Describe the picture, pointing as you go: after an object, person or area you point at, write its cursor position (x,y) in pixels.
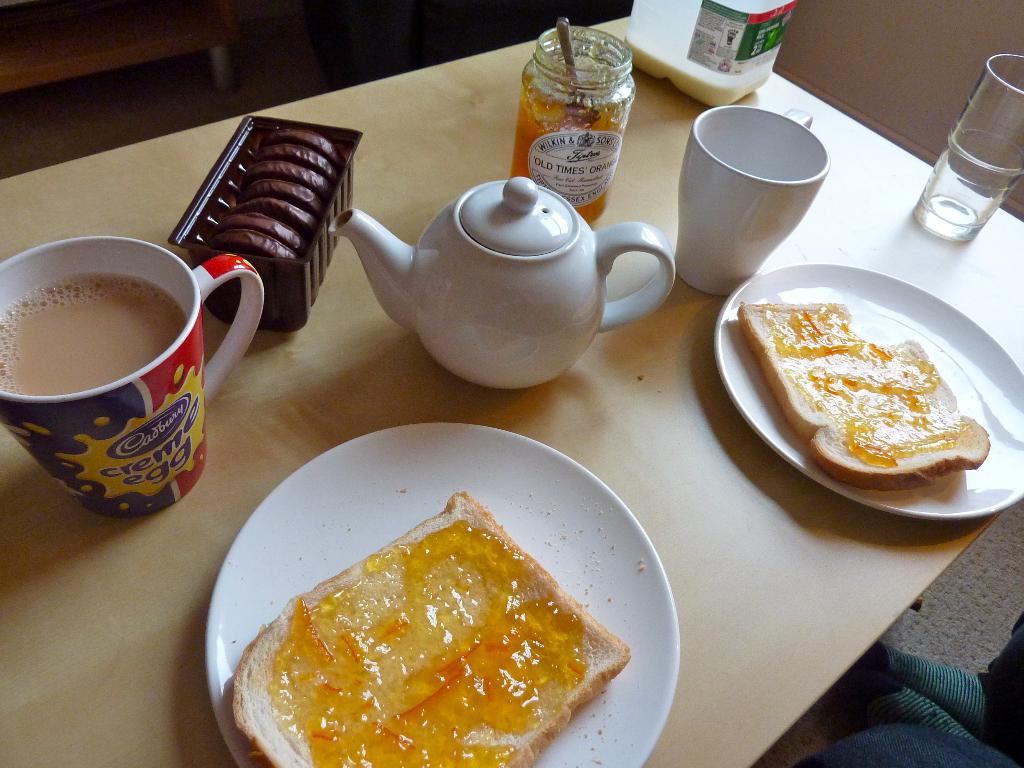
In this image I see a table (944,281) on which there are 2 cups (742,138), glasses (974,128), a kettle (561,283) and 2 plates (784,285) on which there are breads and I see 2 jars (540,116) and a brown color thing (277,166) over here and I see something is written on this mug (133,428).
